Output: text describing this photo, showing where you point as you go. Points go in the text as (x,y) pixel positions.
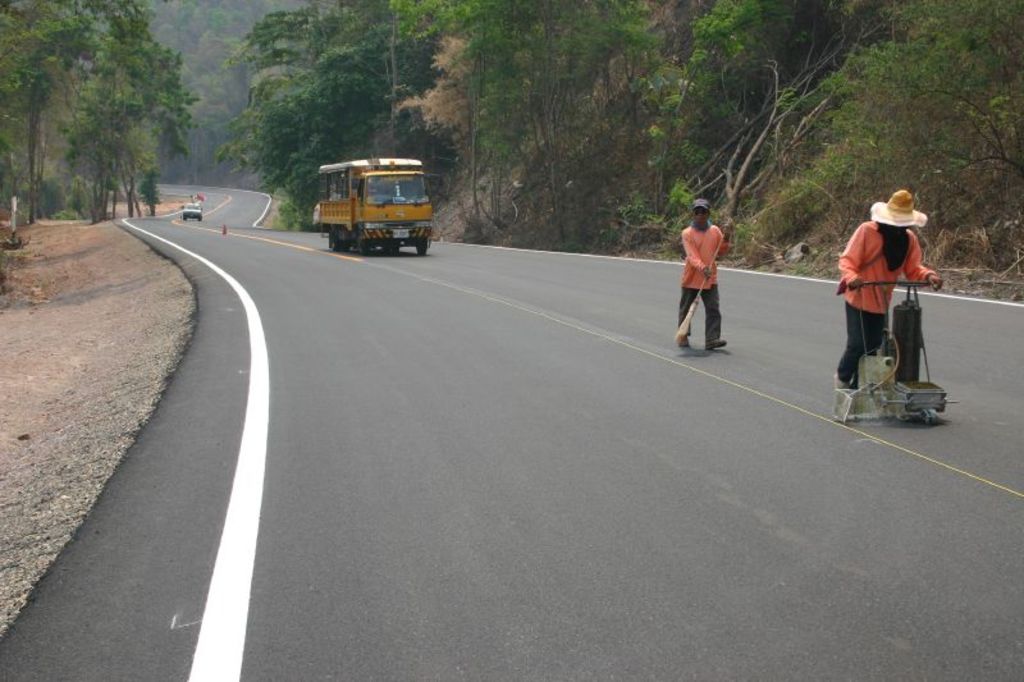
In this image in the center (405,240) there are some vehicles (427,236) on the road (730,591), and there are two persons (711,298) who are walking one person (705,287) is sweeping and one person (860,244) is holding something and walking. And on the right side (922,206) and left side (143,310) there are some trees (384,93) and sand (136,326), in the background (183,77) there are some trees (249,64) and at the bottom (345,564) there is a road (464,601).
